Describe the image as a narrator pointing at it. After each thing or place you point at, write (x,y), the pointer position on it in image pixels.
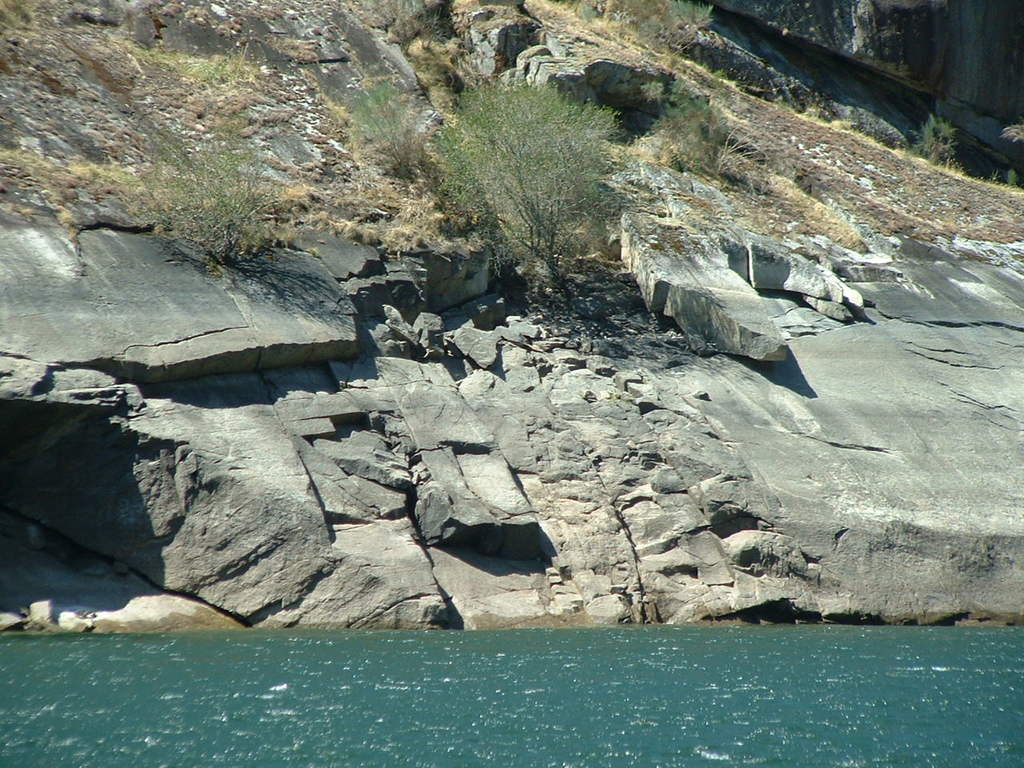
In this image I can see water (686,665) in the front (12,651) and in the background (405,163) I can see grass (326,189), stones (813,374) and few plants (510,184).
